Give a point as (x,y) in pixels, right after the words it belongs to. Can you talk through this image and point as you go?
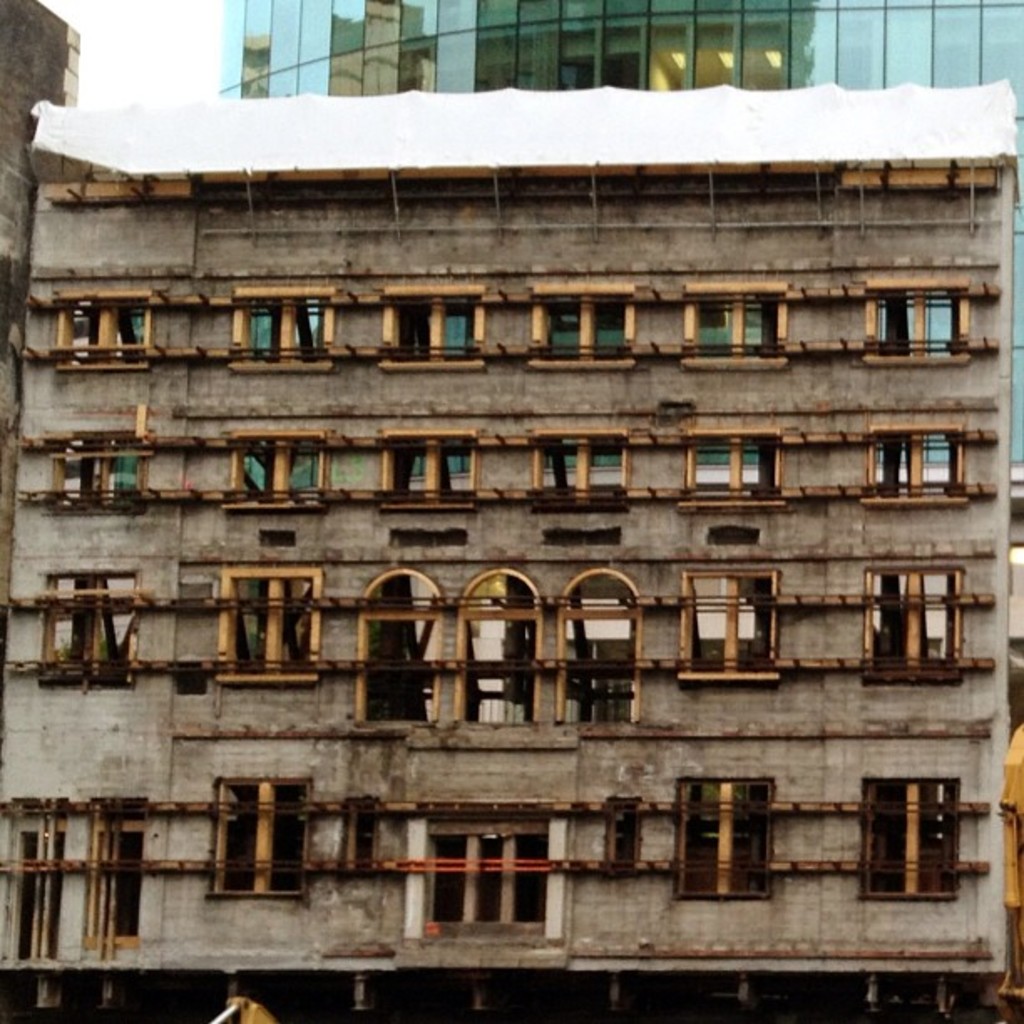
In this picture we can see few buildings (656,319), in the background (525,72) we can find glass windows (753,34) and few lights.
